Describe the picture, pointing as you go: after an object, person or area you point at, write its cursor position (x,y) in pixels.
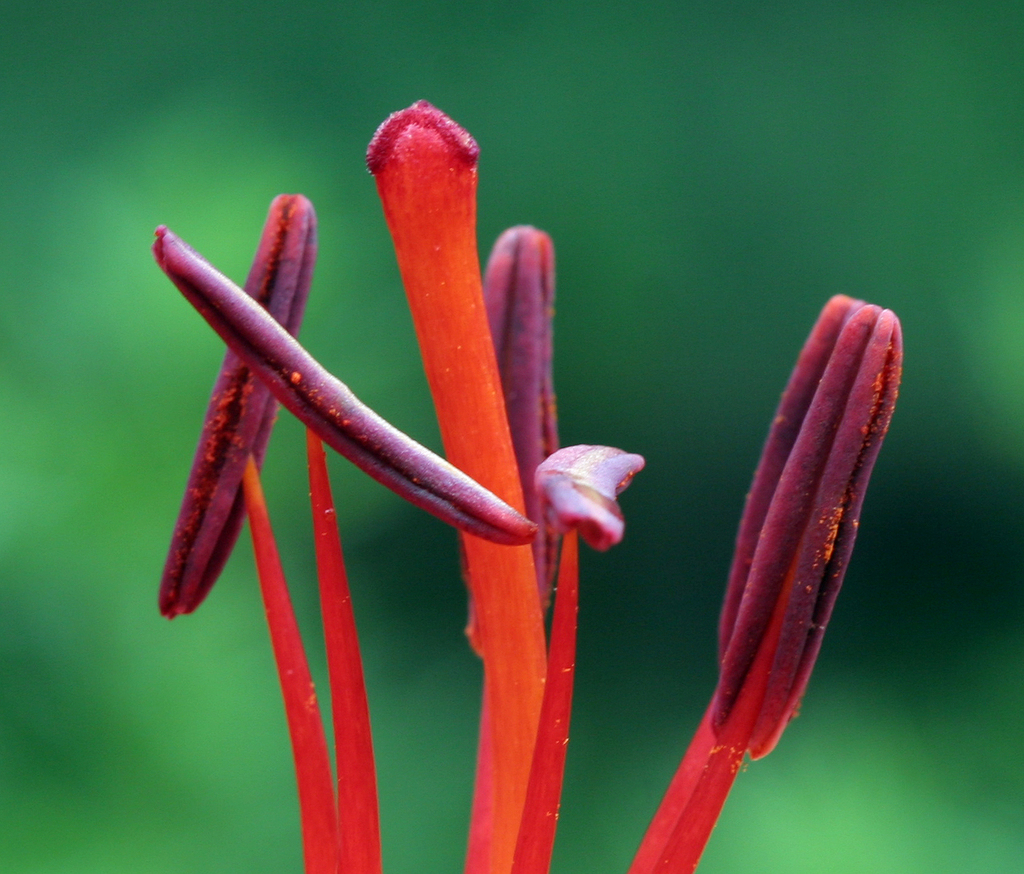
In this image we can see some buds (333,381), and the background (523,154) is blurred.
